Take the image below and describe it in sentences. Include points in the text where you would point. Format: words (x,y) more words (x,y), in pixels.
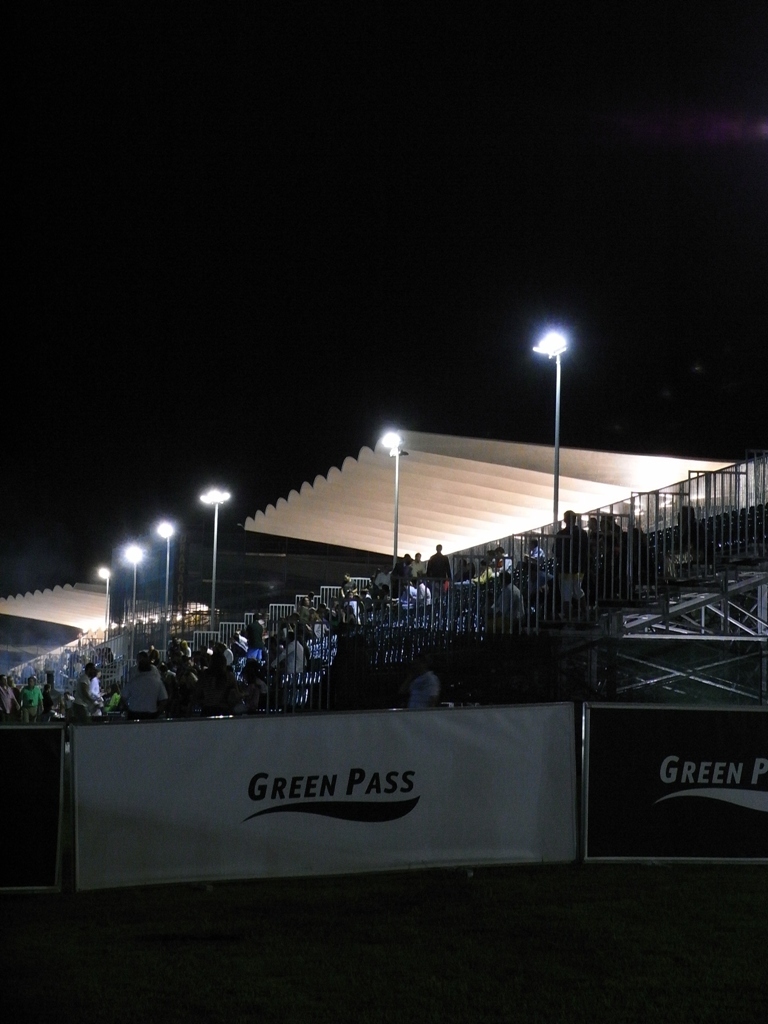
At the bottom of this image (727,832), there are two banners (623,796). In the background (398,607), there are persons (331,607), fences (117,632), there are lights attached to the poles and roof (266,527). And the background (478,74) is dark in color.
